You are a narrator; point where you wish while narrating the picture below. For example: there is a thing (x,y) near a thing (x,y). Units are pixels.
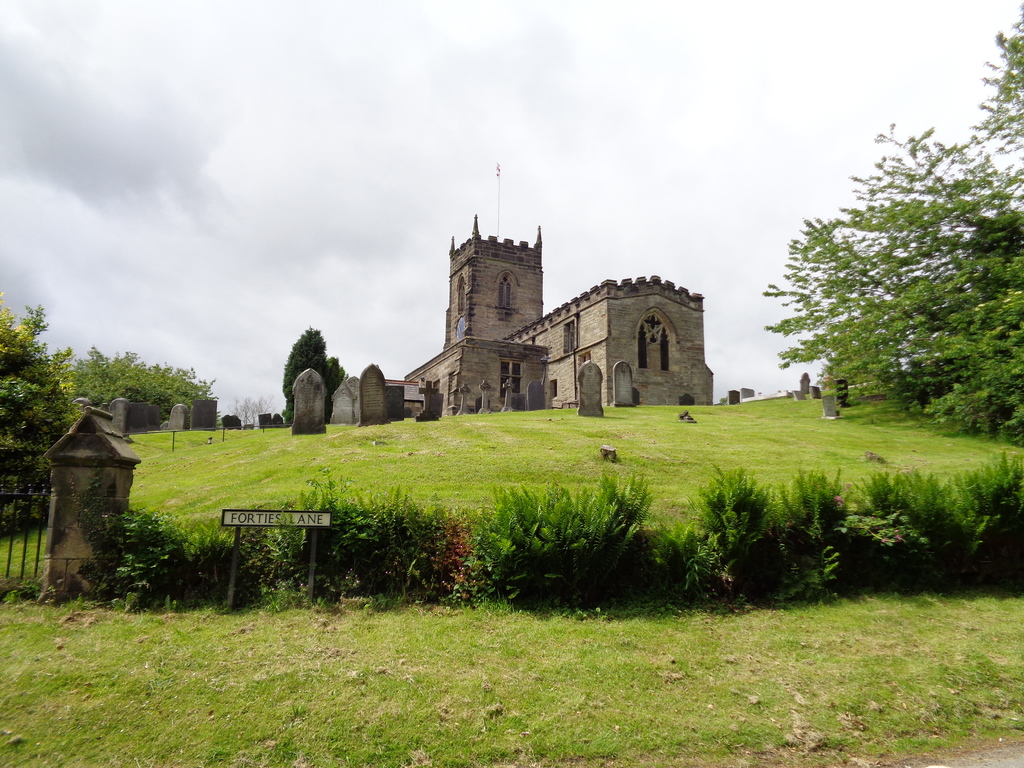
In this image, we can see a building (504,364). We can see the ground (267,435) with some objects (363,402). We can also see some grass (308,653), plants (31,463) and trees (16,462). We can see the black colored object (37,567) on the left (28,576). We can also see the sky (331,29) with clouds (316,239) and a board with some text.
